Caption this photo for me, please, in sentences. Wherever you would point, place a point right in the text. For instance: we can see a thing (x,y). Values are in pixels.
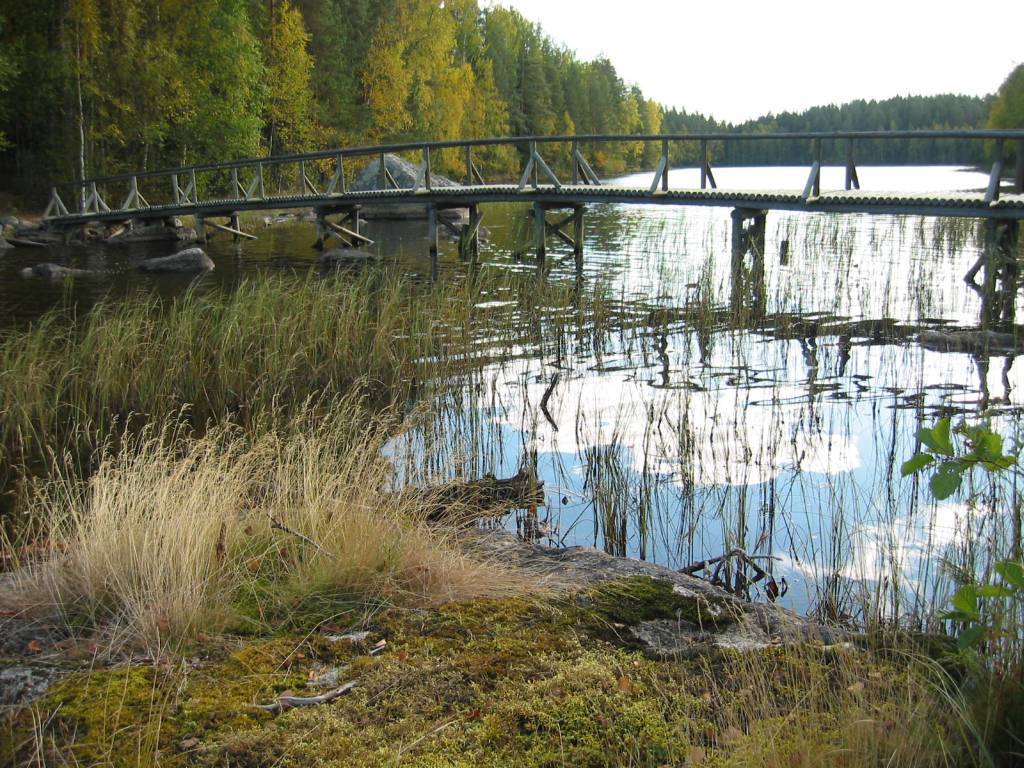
In this image I can see at the bottom (575,695) there is the grass (552,689) on these stones (530,681). In the middle (481,380) it looks like a pond (582,364) and there is a bridge (768,208). There are trees (464,174) on either side of this image, at the top (736,85) it is the cloudy sky (766,84).
